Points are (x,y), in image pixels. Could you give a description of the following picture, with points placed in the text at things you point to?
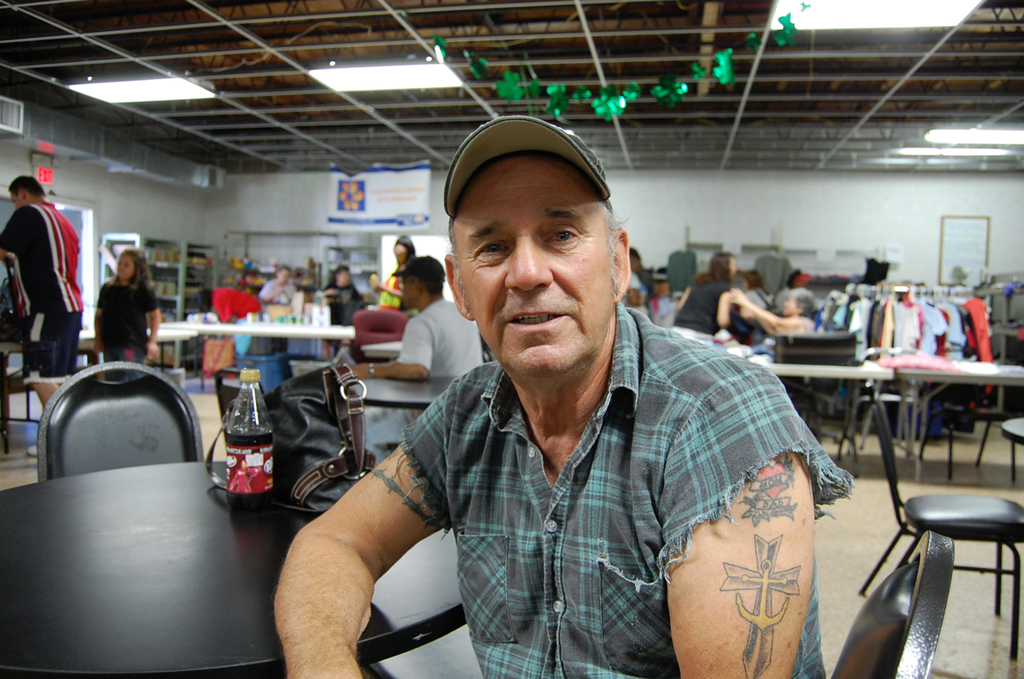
A man (556,446) is sitting on the chair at the table (215,600). There is a bag (301,429), bottle (237,456) on the table (128,524). In the background (205,334) there are few people (135,346), tables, chairs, clothes (890,324), banner (373,214) and a wall (622,212). On the rooftop (443,111) there are poles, lights (446,82).
